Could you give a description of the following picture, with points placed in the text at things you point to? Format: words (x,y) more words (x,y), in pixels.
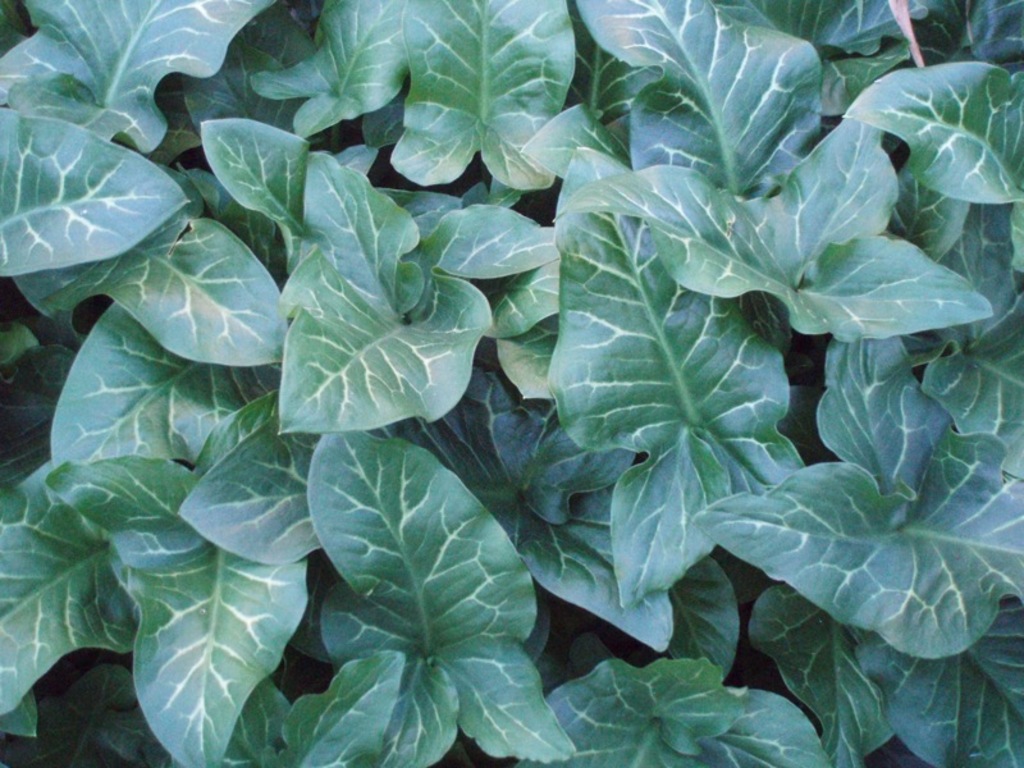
In this image we can see plants (259,408).
